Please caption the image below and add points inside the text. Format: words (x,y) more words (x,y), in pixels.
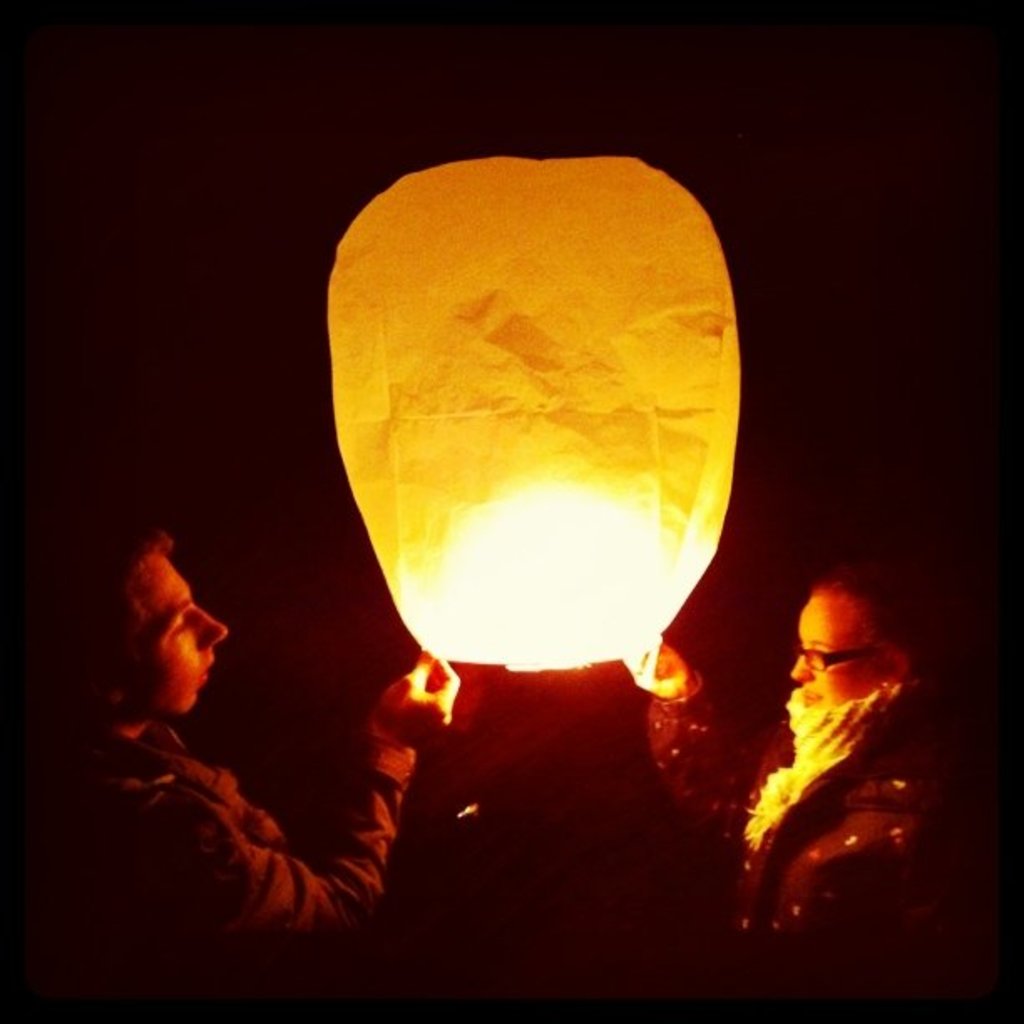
In this image there are person (717,812) standing and holding a Lantern (603,578) which is in the center (569,466).
